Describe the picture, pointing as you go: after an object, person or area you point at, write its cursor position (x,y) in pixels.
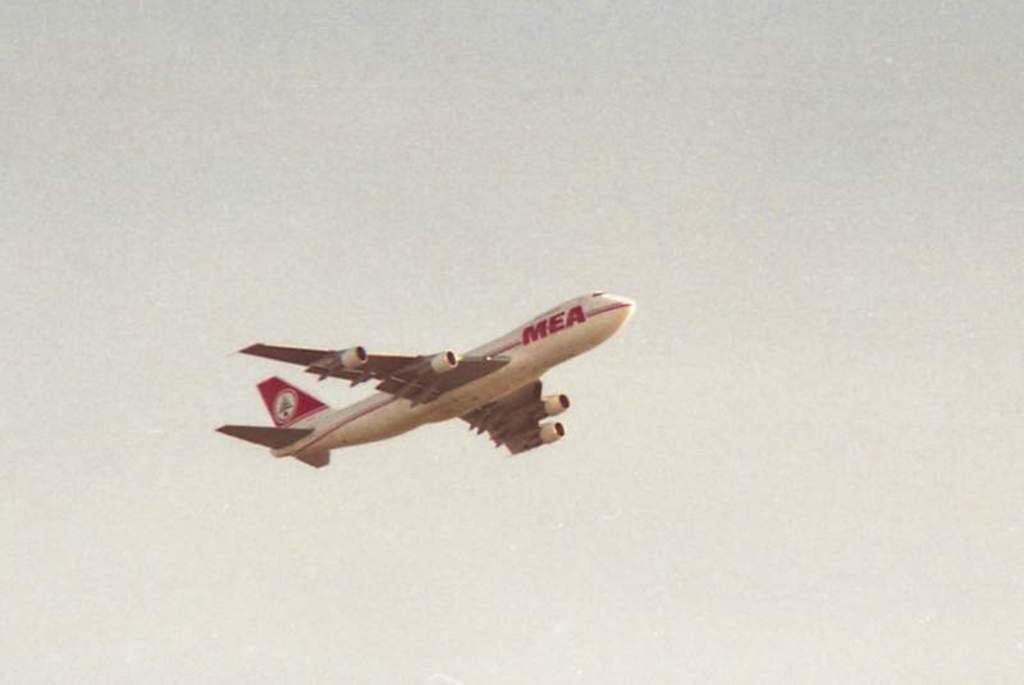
In the center of the image (585,321) we can see an aeroplane (608,309) is flying in the sky (335,233).
